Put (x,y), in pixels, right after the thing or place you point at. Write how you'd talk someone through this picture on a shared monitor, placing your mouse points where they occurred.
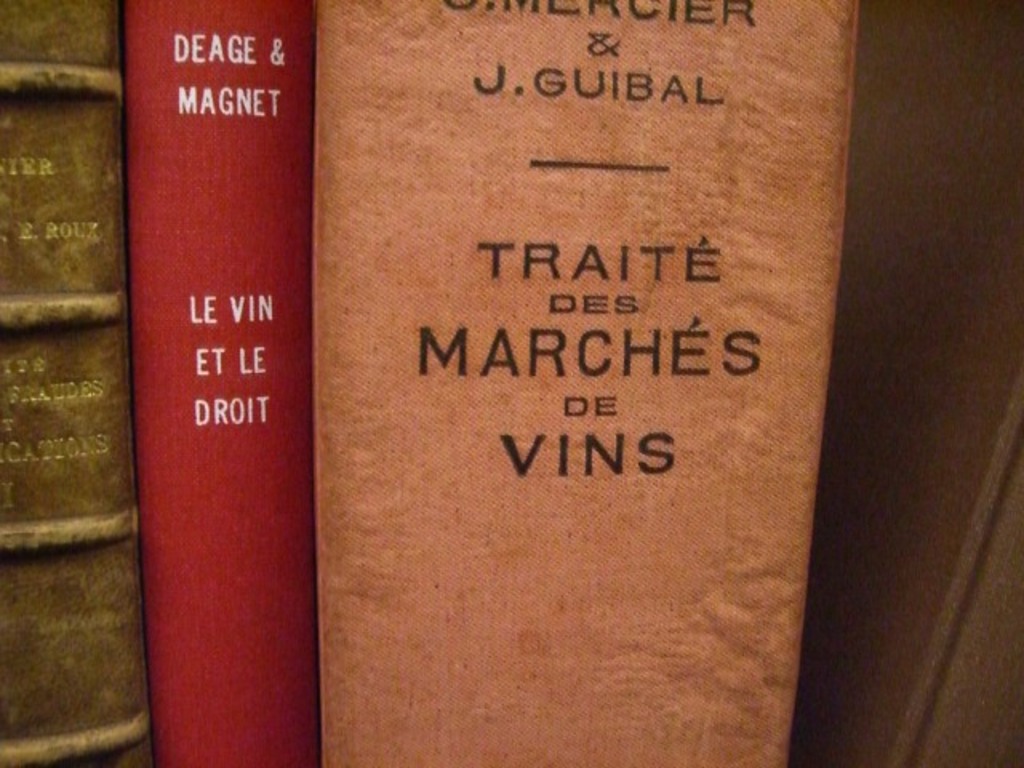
This picture looks like few books (358,455) in the shelf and I can see text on the books (645,513).
